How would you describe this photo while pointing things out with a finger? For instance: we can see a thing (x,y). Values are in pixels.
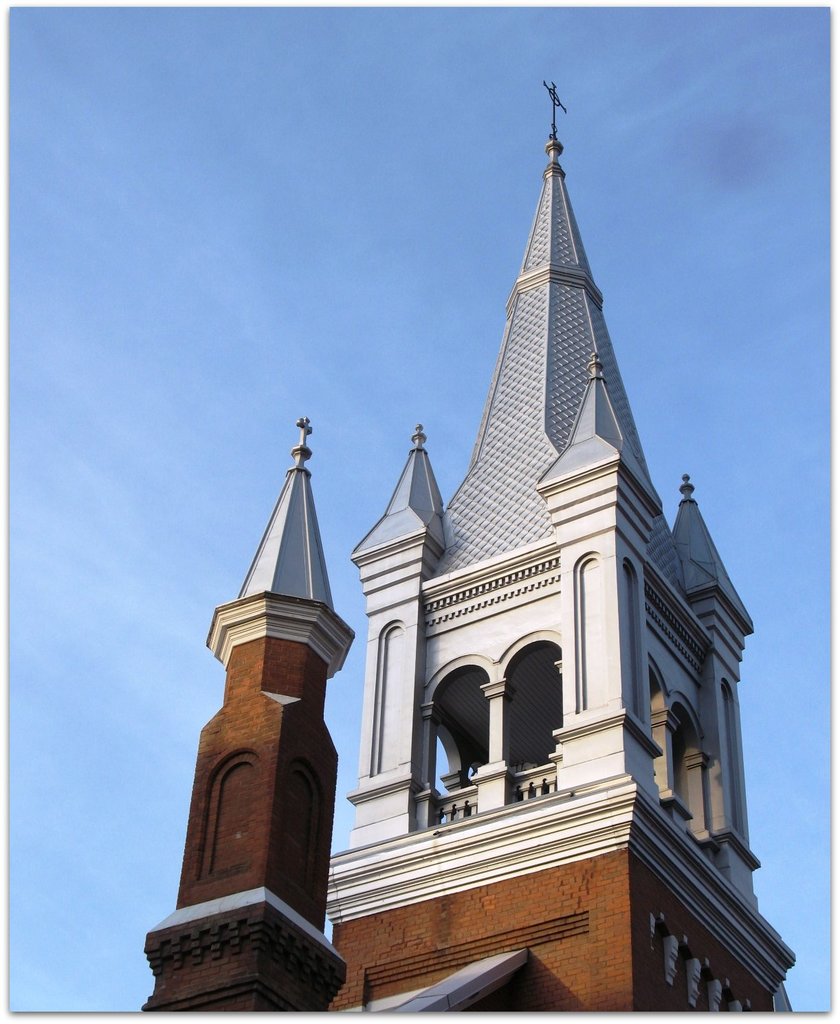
It looks like a church (613,669) at the top (422,226) it is the sky (366,244).
